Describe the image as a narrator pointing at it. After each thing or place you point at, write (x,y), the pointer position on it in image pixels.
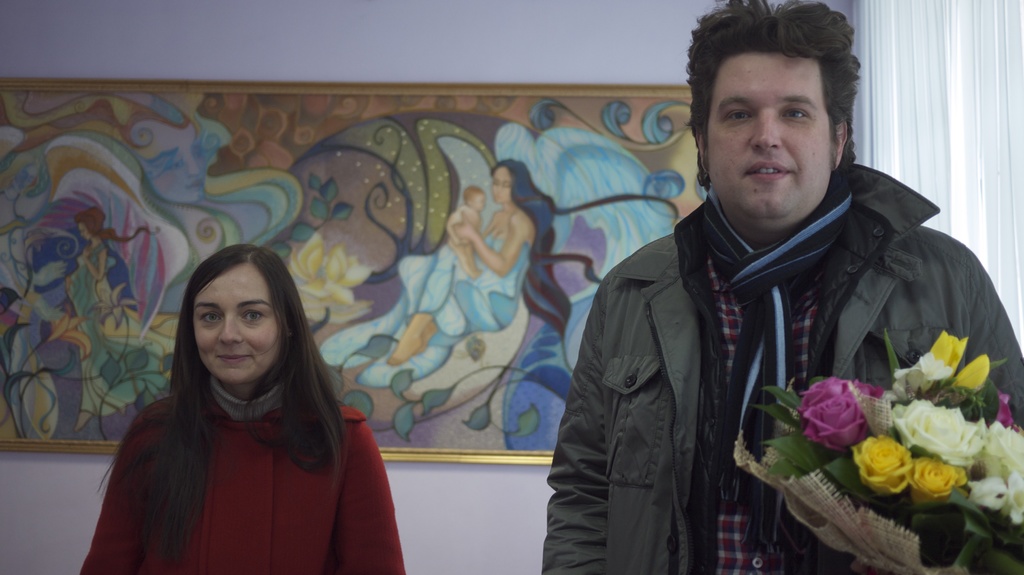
In this image we can see two persons (616,480). There is a bouquet (957,433), a photo frame (434,191) on the wall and a curtain (955,86) in the image.
